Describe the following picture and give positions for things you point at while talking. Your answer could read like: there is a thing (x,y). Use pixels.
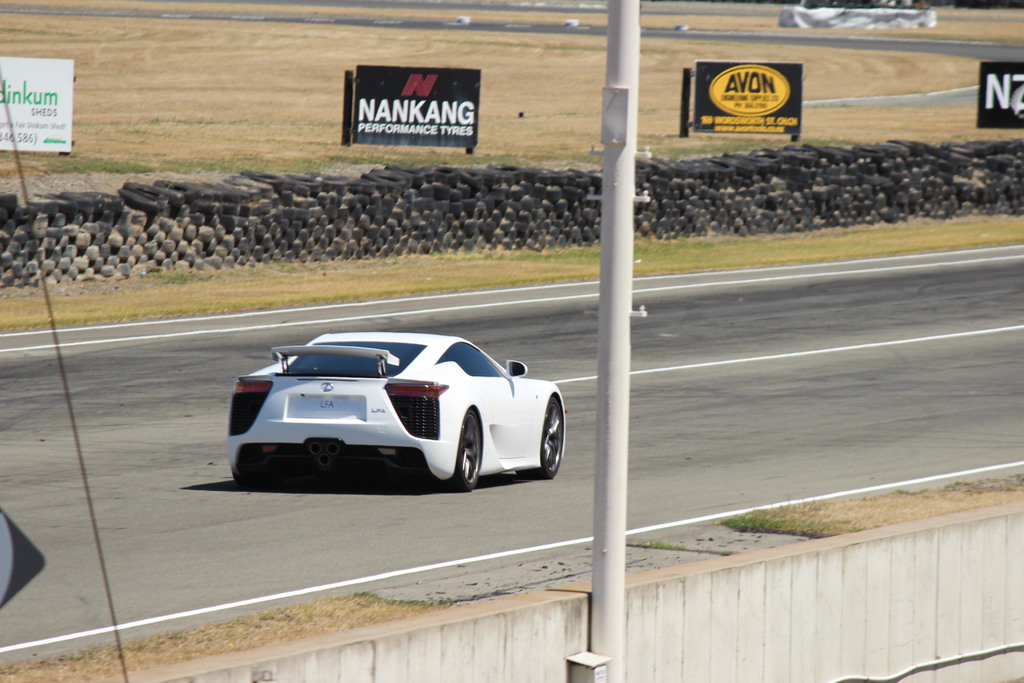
In this image, we can see a car (340,391) on the road (410,321). There some tires (368,238) and board (57,116) beside the road (500,312). There is a pole (618,327) in the middle of the image (626,370).
